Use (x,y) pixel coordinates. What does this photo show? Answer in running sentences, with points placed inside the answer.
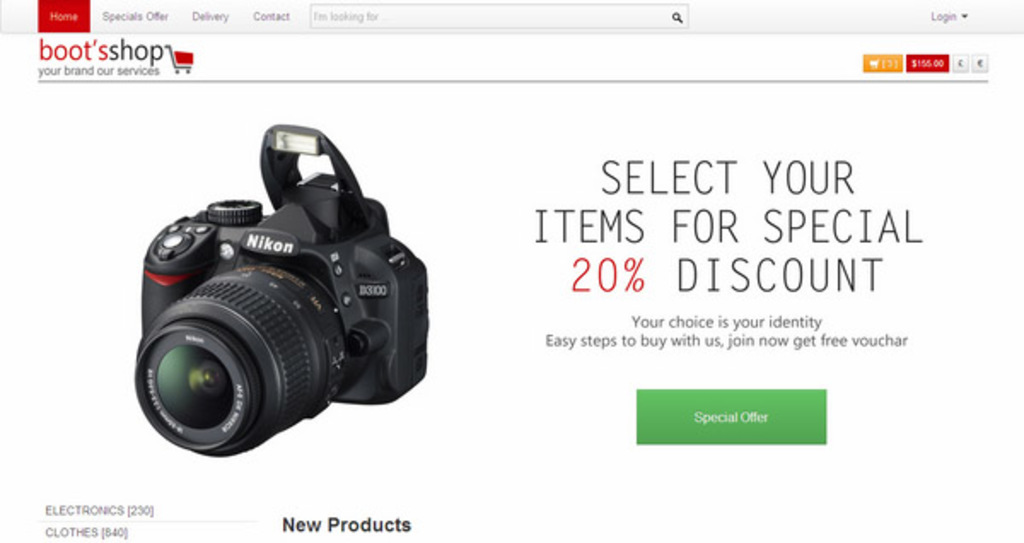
In this picture there is a camera (300,328) in the left corner (328,317) and there is something written above, below and beside it.
